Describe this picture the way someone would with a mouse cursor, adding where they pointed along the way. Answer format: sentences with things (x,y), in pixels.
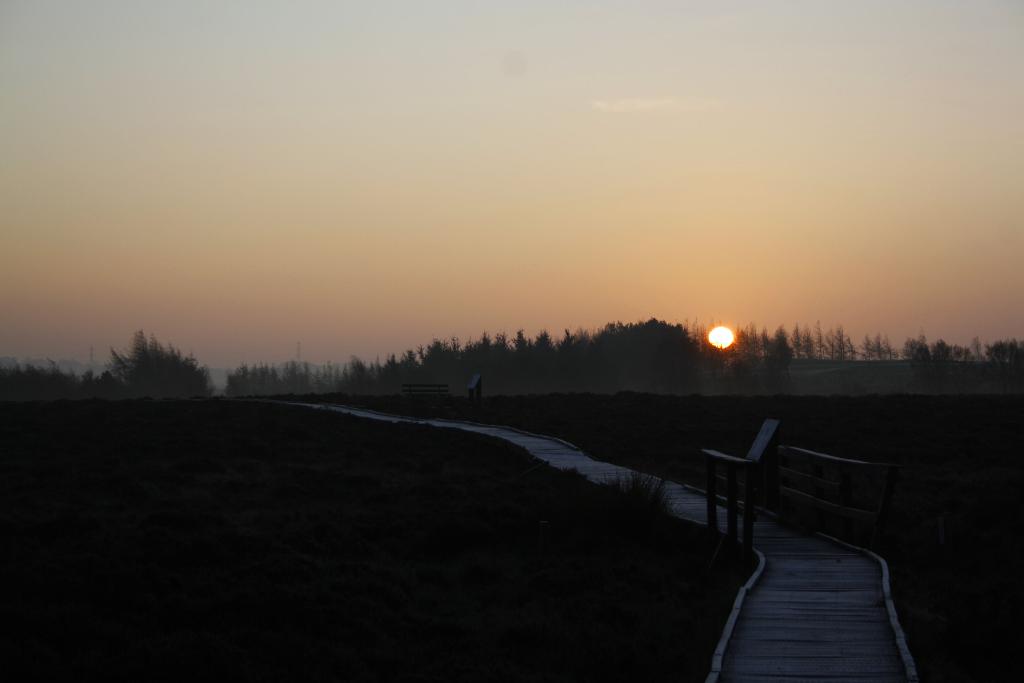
In this image we can see walkway (764,560), there are some benches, there's grass (477,482) on left (283,539) and right side of the image (896,531) and in the background of the image (425,377) there are some trees (670,371), sun (728,344) and clear sky (426,134).
